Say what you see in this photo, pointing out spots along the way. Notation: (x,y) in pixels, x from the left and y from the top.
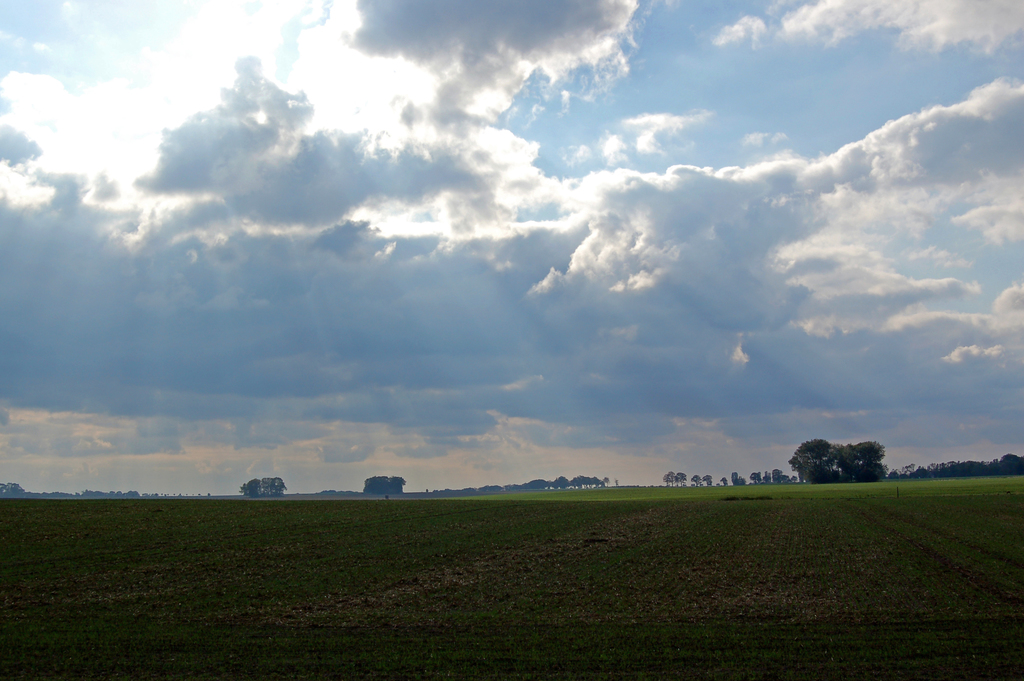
At the bottom of the picture (519,511) we can see fields (152,502). In the background (186,480) there are trees (50,494) and clouds (346,353). At the top (323,101) it is sky (786,94).
